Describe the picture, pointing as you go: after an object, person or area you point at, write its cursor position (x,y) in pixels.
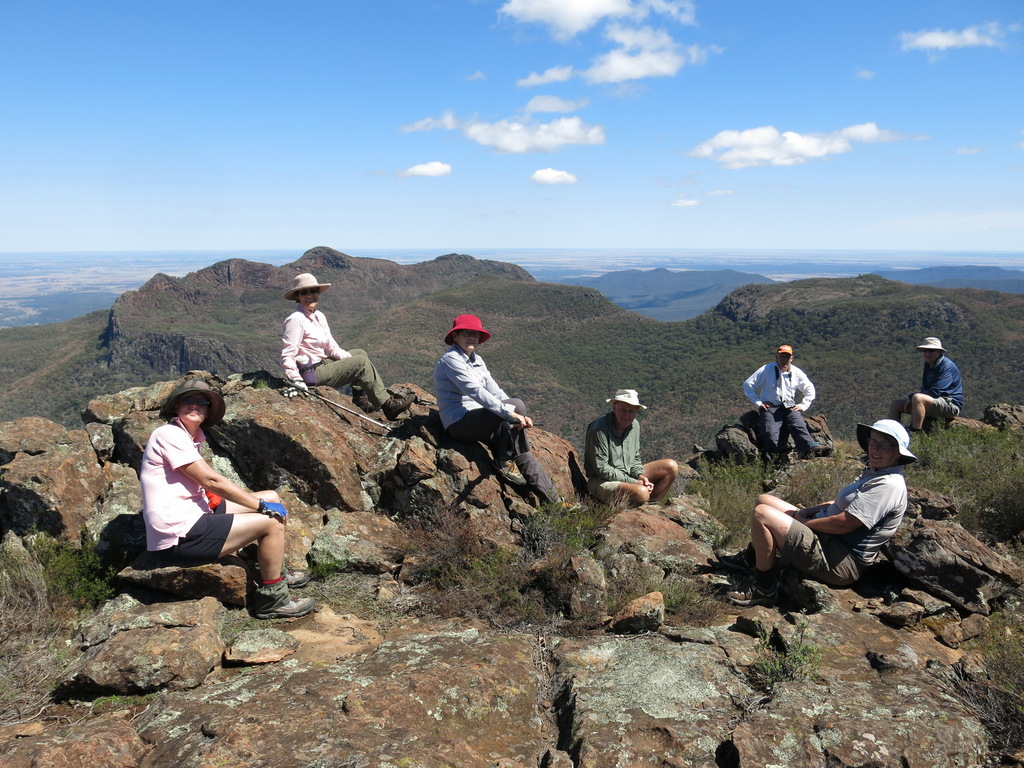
It is a hill station (317,591), there are very big rocks (367,558) and some people (199,471) are sitting on the rocks (833,647), behind them there are small mountains (610,273) and in the background (454,138) there is a sky (562,160).
